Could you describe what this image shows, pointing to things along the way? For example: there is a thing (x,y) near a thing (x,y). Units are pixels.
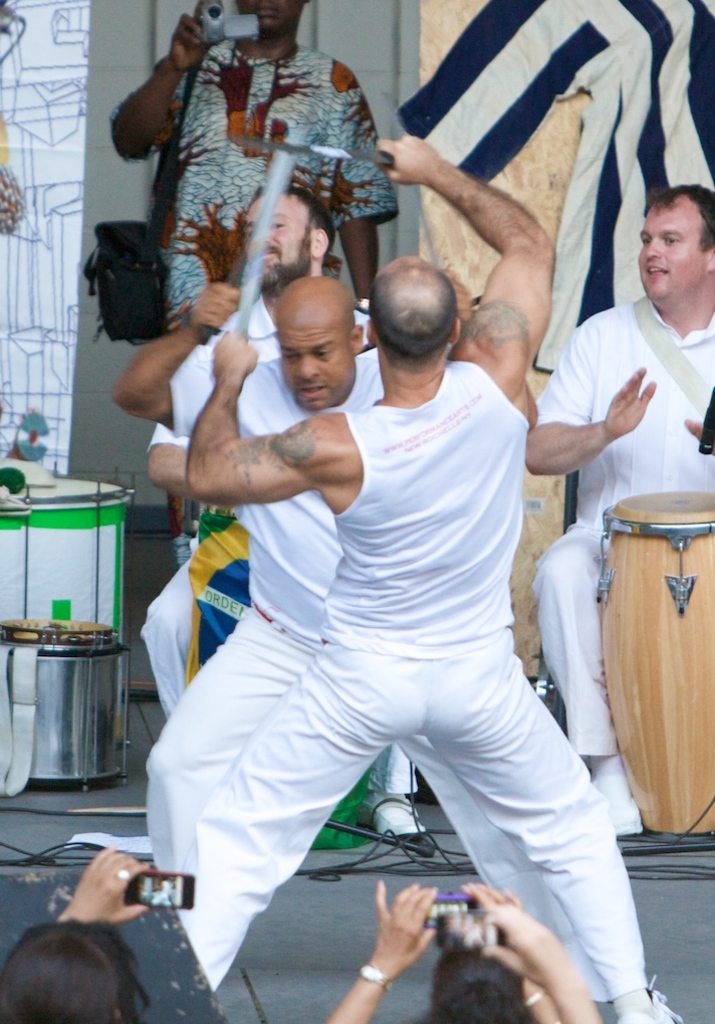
In the center of the image (331,514) we can see two men (372,471) wearing the white t shirts (395,542) and standing on the floor (301,937) and holding the swords (244,330). We can also see a man (626,309) sitting in front of the drums (658,634). In the background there is a man (234,62) wearing the bag (155,296) and holding the camera (220,35) and standing. There is also another man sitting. We can also see the drums (77,610), wall (93,45) and also wires (18,850). At the bottom (47,973) we can see the woman (415,927) holding the mobile phones (467,914) and capturing the photographs.
